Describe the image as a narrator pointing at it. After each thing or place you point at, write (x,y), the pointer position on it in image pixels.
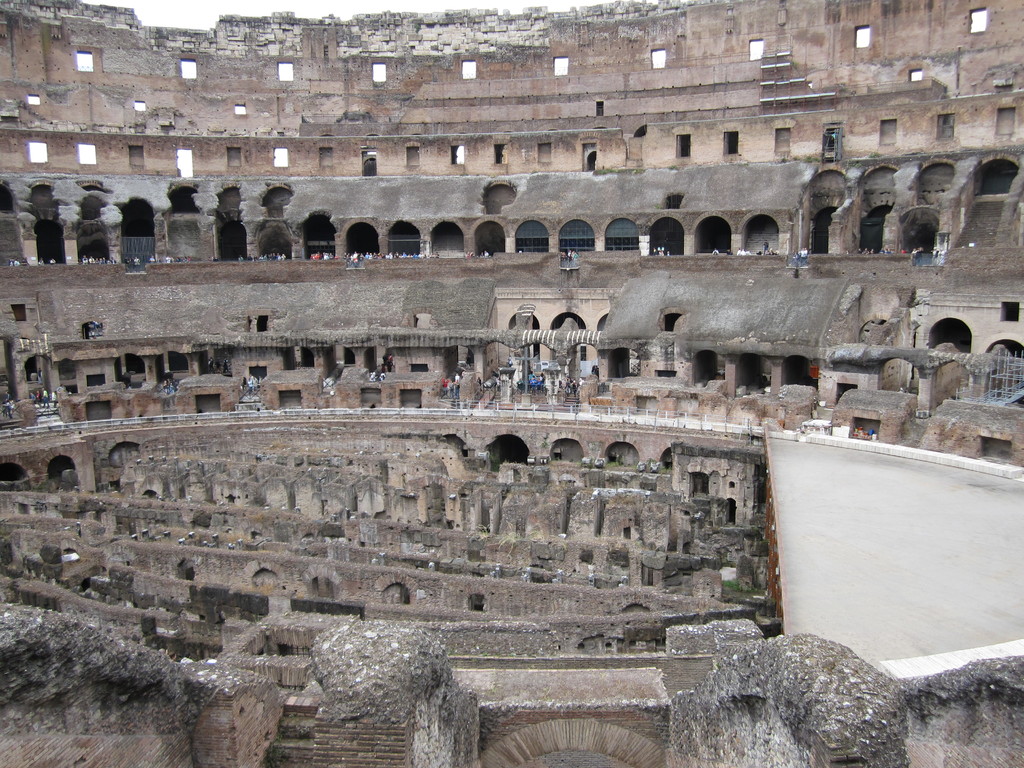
In this picture we can see a fort (415,600) and people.
